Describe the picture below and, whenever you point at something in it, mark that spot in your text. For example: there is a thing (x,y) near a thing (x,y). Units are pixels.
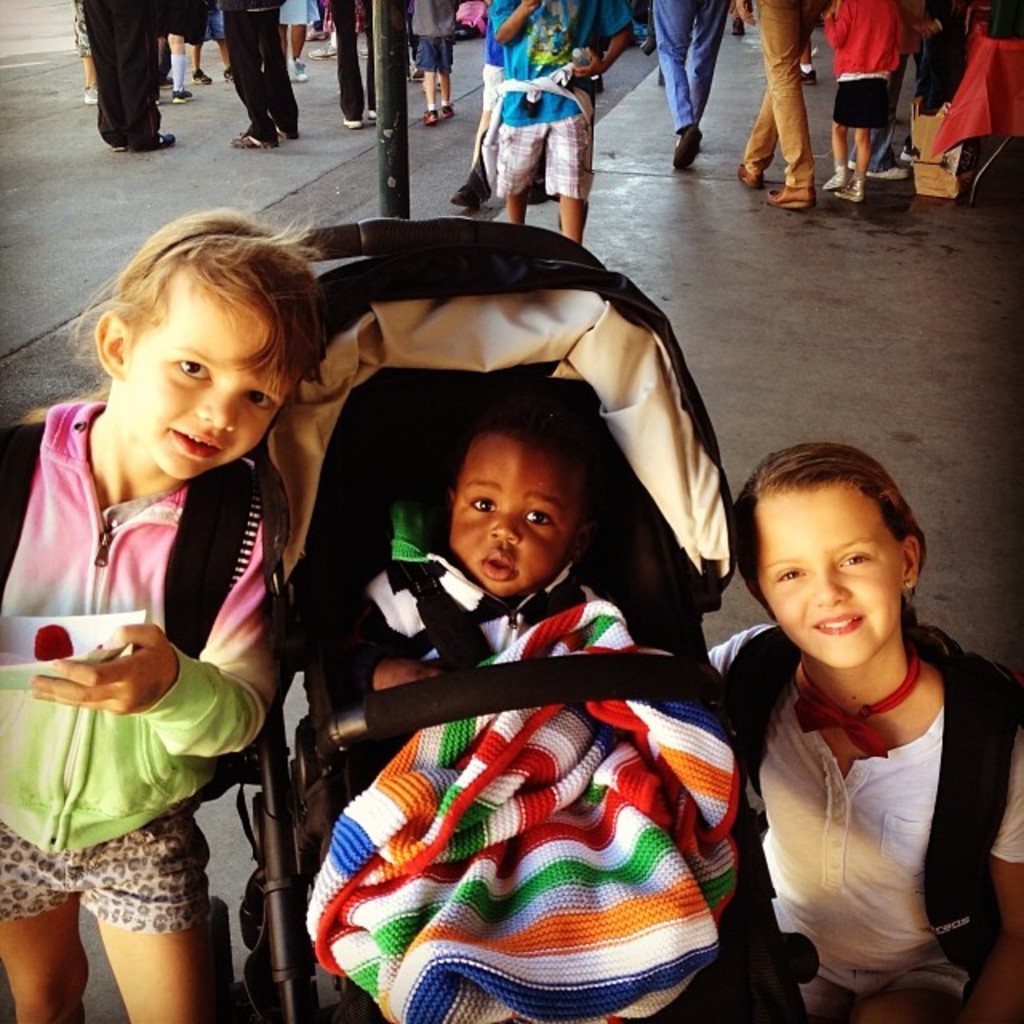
In this picture we can see three kids (804,810) in the front (470,891), a kid (491,768) in the middle (473,472) is sitting on a baby trolley (450,646), in the background (875,44) there are some people (836,45) walking, we can see a pole (392,125) in the middle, on the left side (245,77) there are some people (180,67) standing, a kid (208,778) on the left side (115,638) is holding something.
